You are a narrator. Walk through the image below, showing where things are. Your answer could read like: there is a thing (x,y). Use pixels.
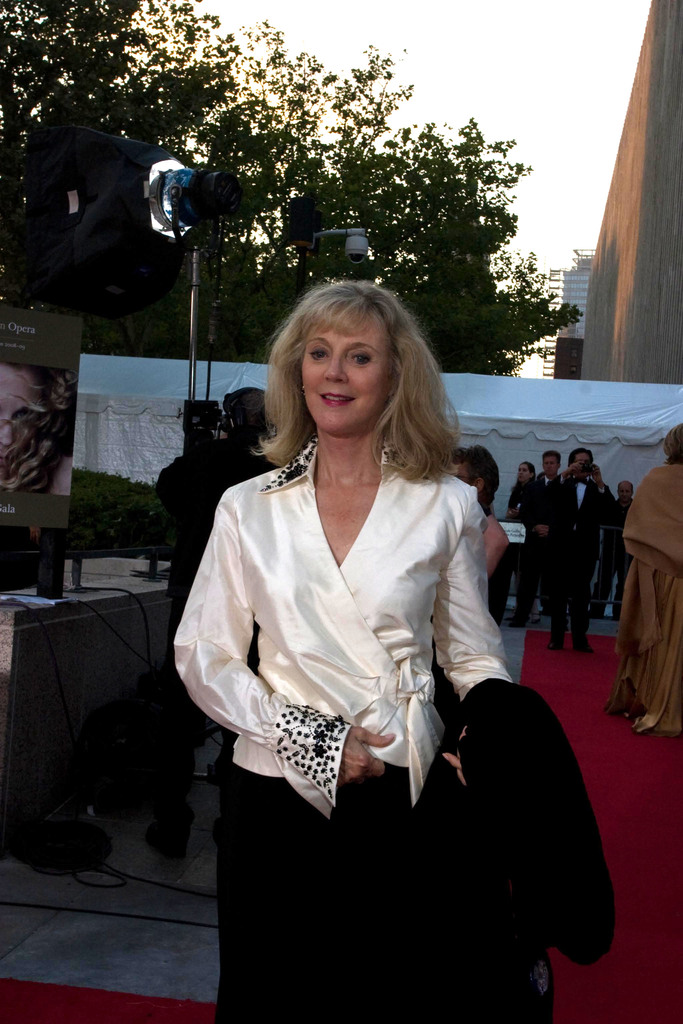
In the middle of the image (319,375) we can see a woman (323,764) and she is smiling. Here we can see floor (29,916), carpet (667,766), board (72,390), stand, plants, tent (660,406), people (586,622), trees (519,331), wall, and a building (645,350). In the background (535,97) there is sky (467,44).
